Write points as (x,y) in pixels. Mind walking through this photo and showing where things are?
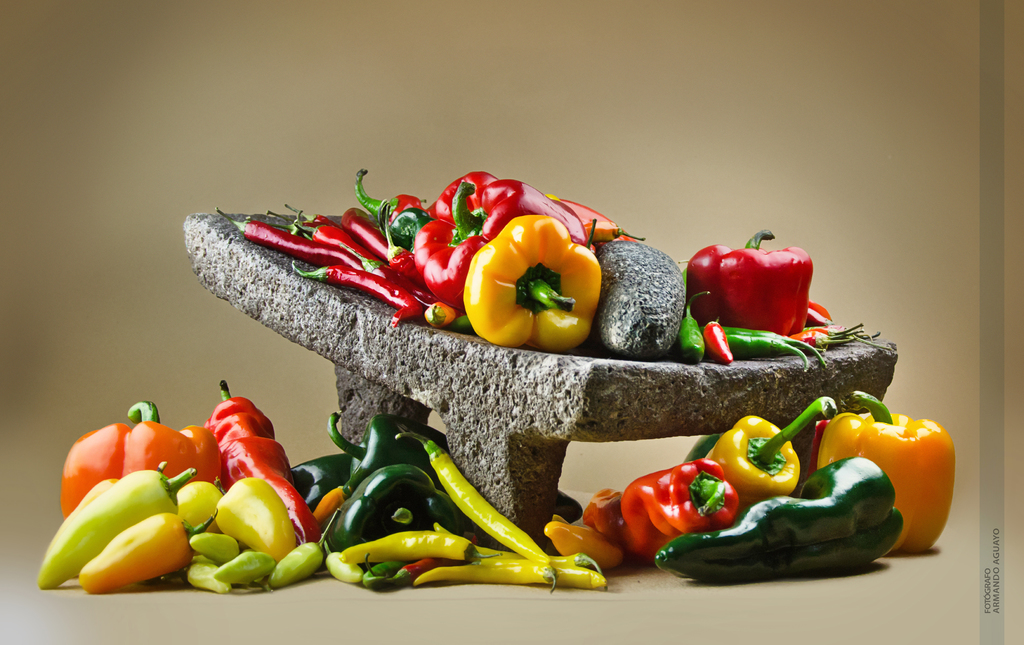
In this picture we can see some different types of chillies (630,544), some are placed on the stone (364,343) and some are on the surface (376,642).
